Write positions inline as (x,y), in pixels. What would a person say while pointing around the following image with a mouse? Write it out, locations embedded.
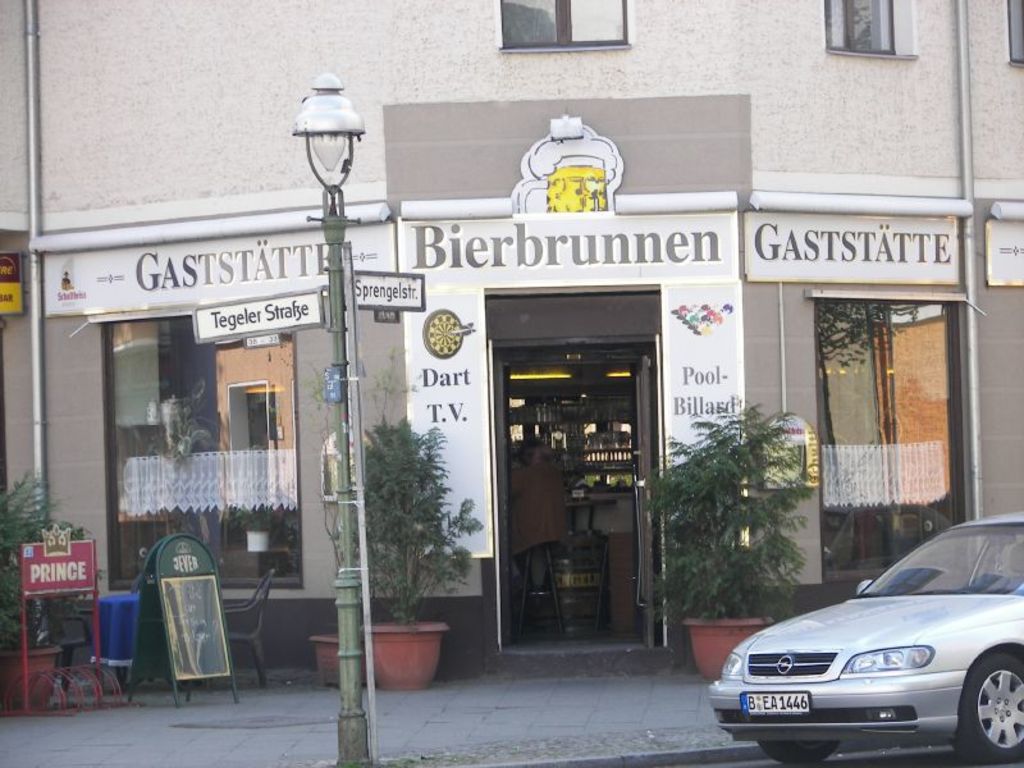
In the image there is a car (917,682) on road (1001,762) on right side (776,709) and behind there is a building (544,35) with plants (399,588) on either side of it and chairs (242,608) on the left side (245,620), there is a street light (318,173) in the middle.
